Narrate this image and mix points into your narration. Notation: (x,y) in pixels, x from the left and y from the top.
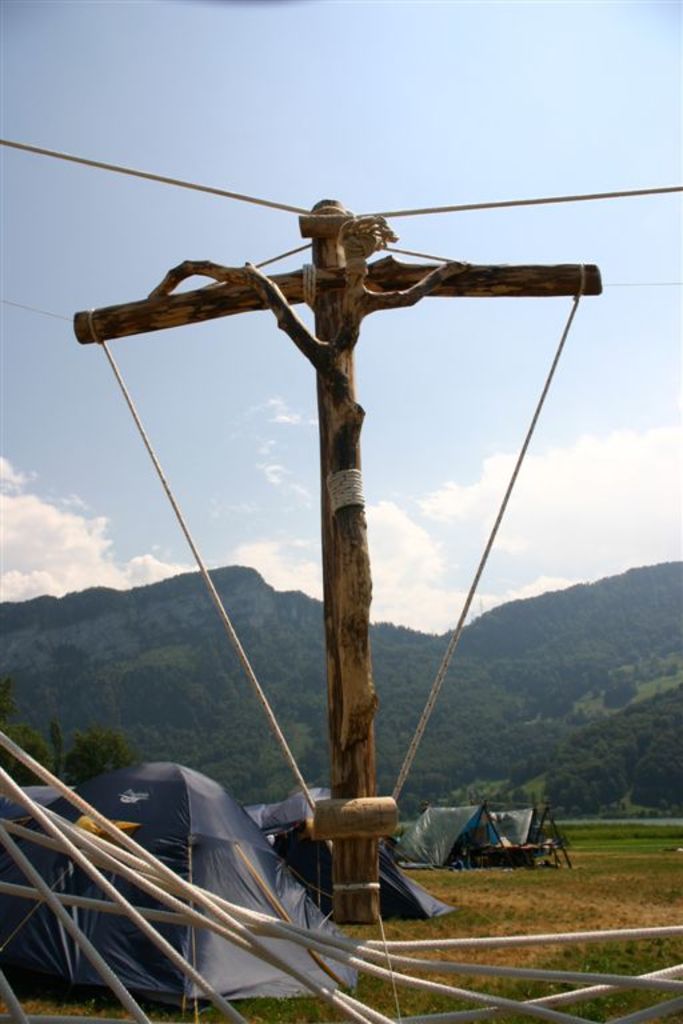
In this image we can see wood (342,286) and rope (141,920) are attached to the wood (350,705). Background of the image (218,628) tents (237,853) and mountains (533,640) covered with trees (237,665) are present. The sky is in blue color with some clouds (515,544).
